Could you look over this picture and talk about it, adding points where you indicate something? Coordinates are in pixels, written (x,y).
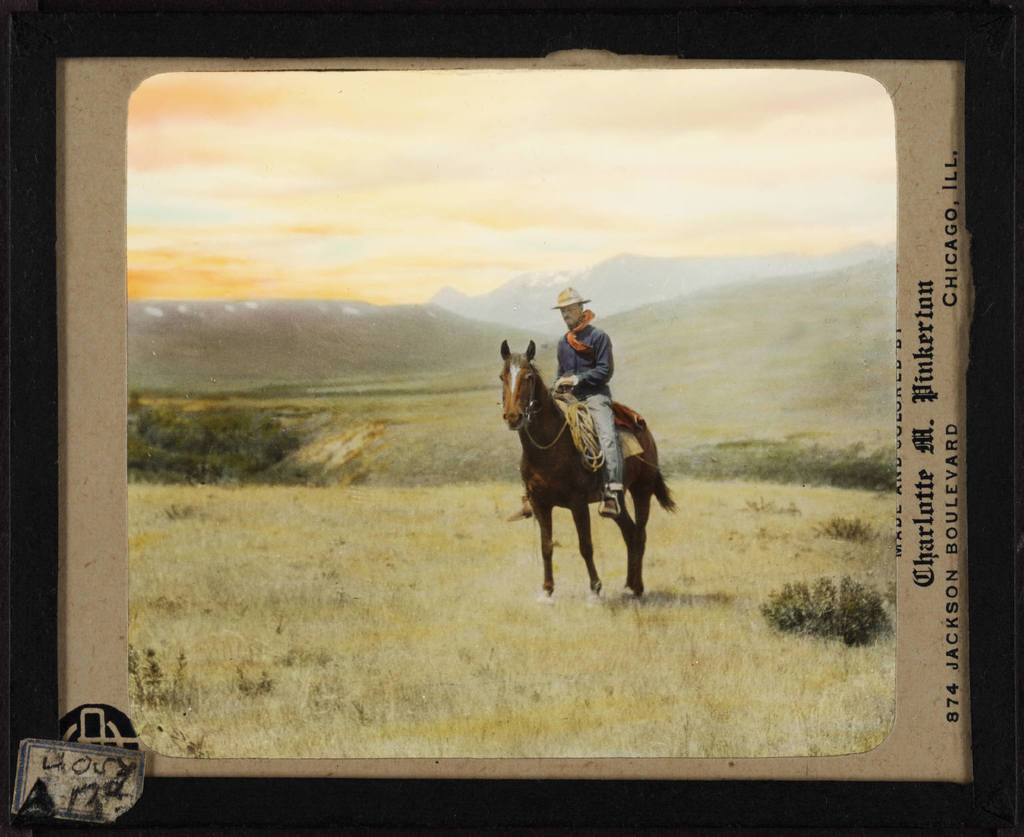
In the image we can see a frame (963,433). In the frame (963,419) a man (565,304) is riding a horse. Behind him there is grass (872,518) and there are some hills (883,404).
